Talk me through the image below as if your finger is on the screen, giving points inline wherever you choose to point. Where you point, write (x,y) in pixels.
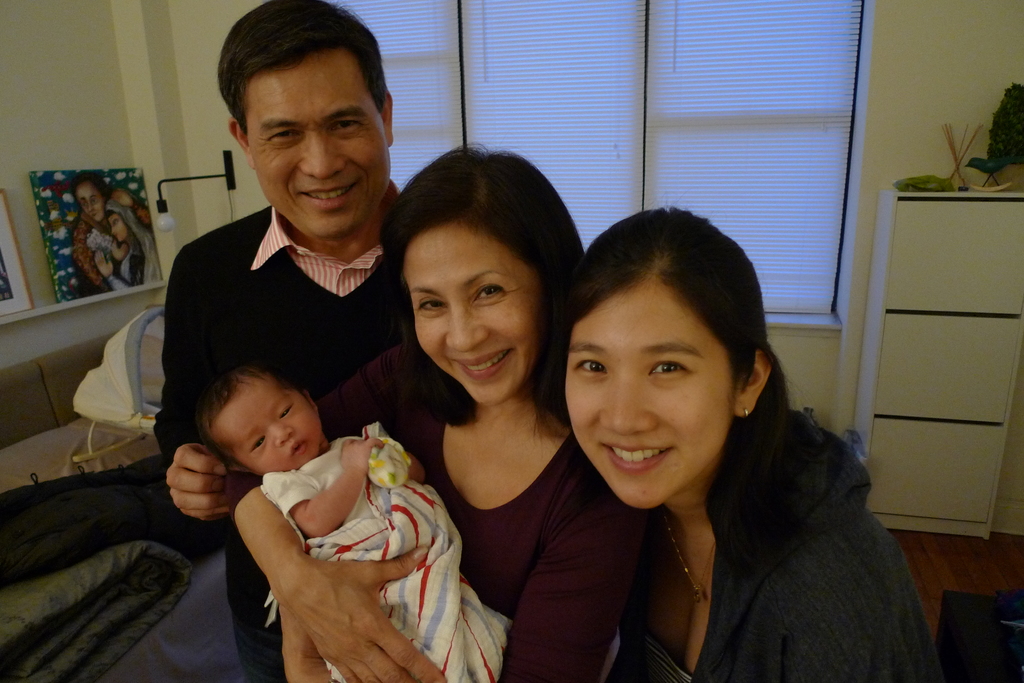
In this image I can see three people (516,362) standing and one person (477,294) is holding baby (383,610). Back I can see blankets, frames (65,209) on the shelf (63,309). I can see a window (721,203), lamp (159,204), wall (42,85) and cupboard (908,384).
